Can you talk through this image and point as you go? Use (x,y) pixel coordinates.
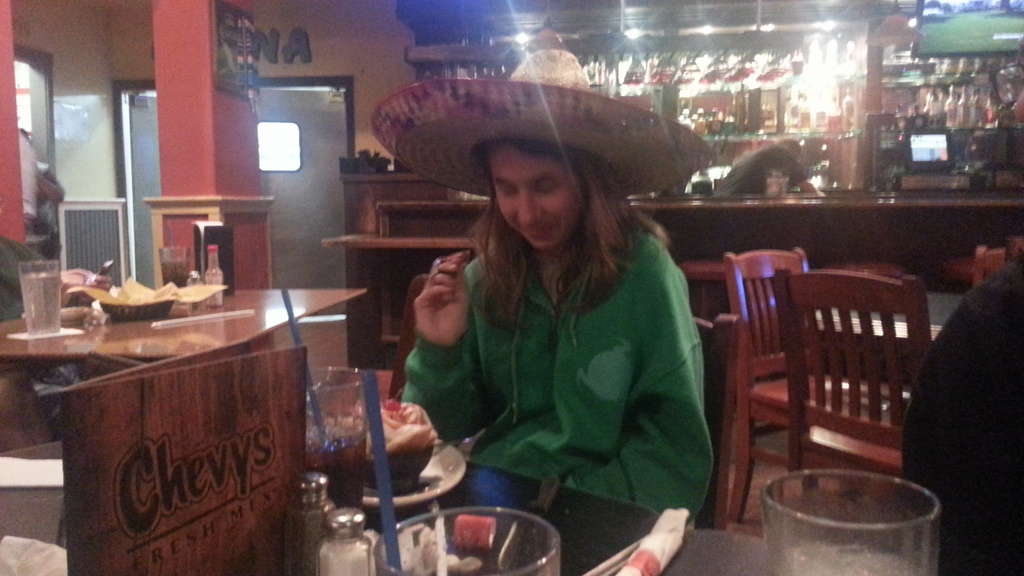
In this image I see a woman (665,457) who is wearing a hat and there is a table (696,539) in front of her and there are many things (335,480) on it. In the background (24,403) I see few people (958,535), chairs (760,268), tables (142,335), wall (63,16), door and rack (498,57) of bottles (836,81) and a television (926,5).
